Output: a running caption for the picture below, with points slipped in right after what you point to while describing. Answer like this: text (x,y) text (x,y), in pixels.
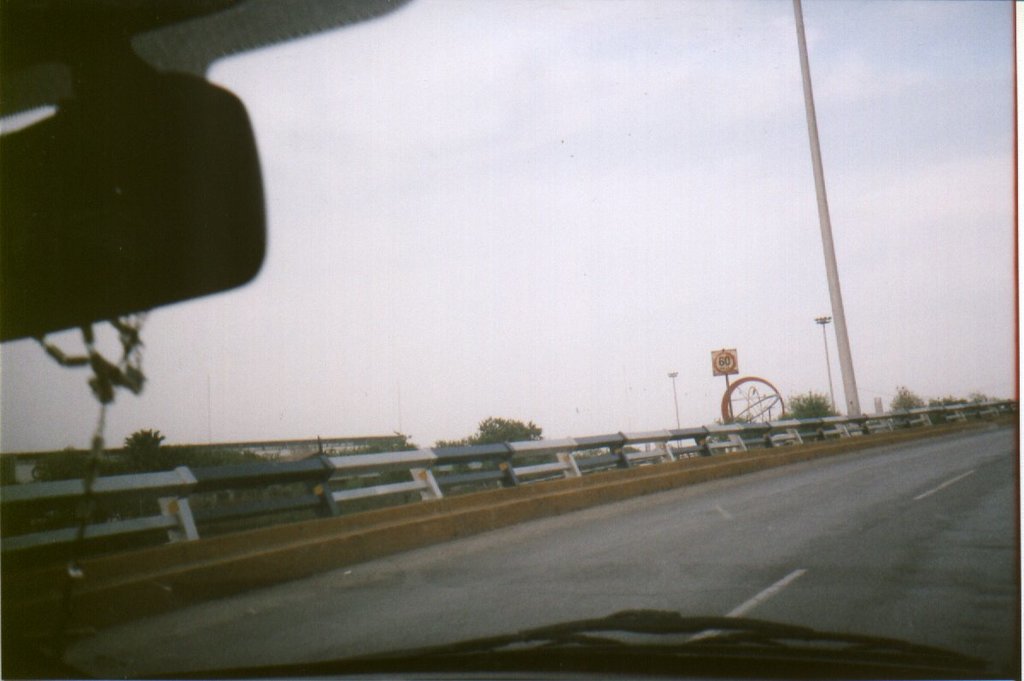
This picture consists of a road (602,521), fence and poles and trees (800,396) and hoarding boards (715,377) visible in the middle (671,436), at the top (769,135) I can see the sky (994,106) and on the left side (105,167) I can see a car mirror (202,144) visible.
